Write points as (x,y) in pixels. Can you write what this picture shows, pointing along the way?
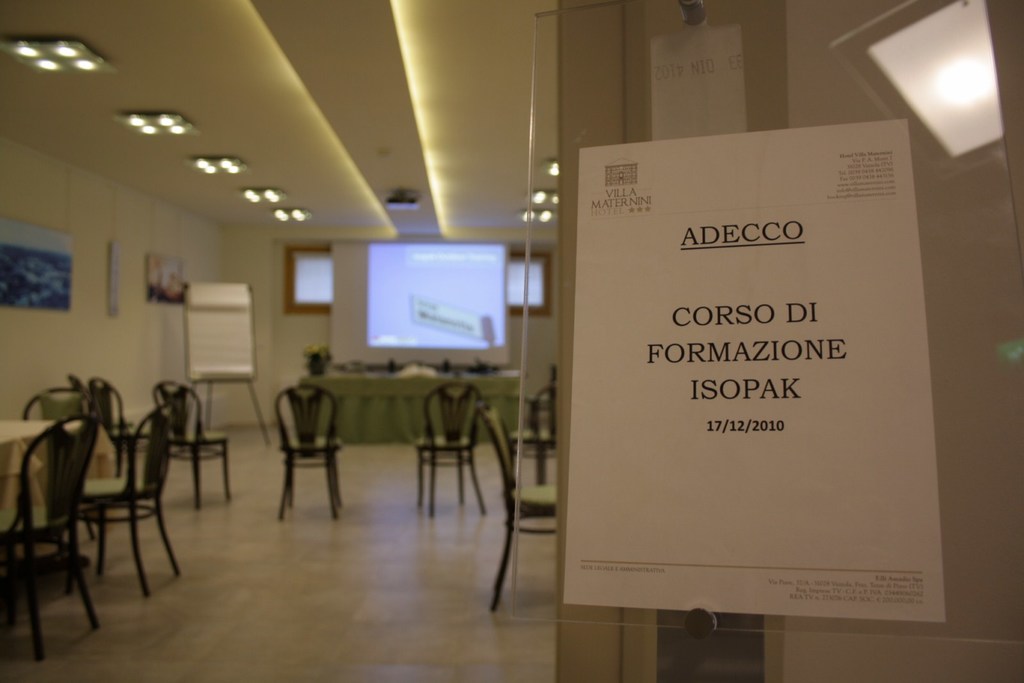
In this image we can see a paper (783,511) on which we can see some edited text (722,324) is on the glass (568,172). Here we can see the reflection (956,150) of the lights (941,39) to the ceiling (412,230). The background of the image (301,269) is slightly blurred, where we can see tables (24,442), chairs (61,474), board (219,353), projector screen (487,346), photo frames (34,287) on the wall (91,301), glass ventilators (326,291), projector (396,204) and lights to the ceiling (376,224).
